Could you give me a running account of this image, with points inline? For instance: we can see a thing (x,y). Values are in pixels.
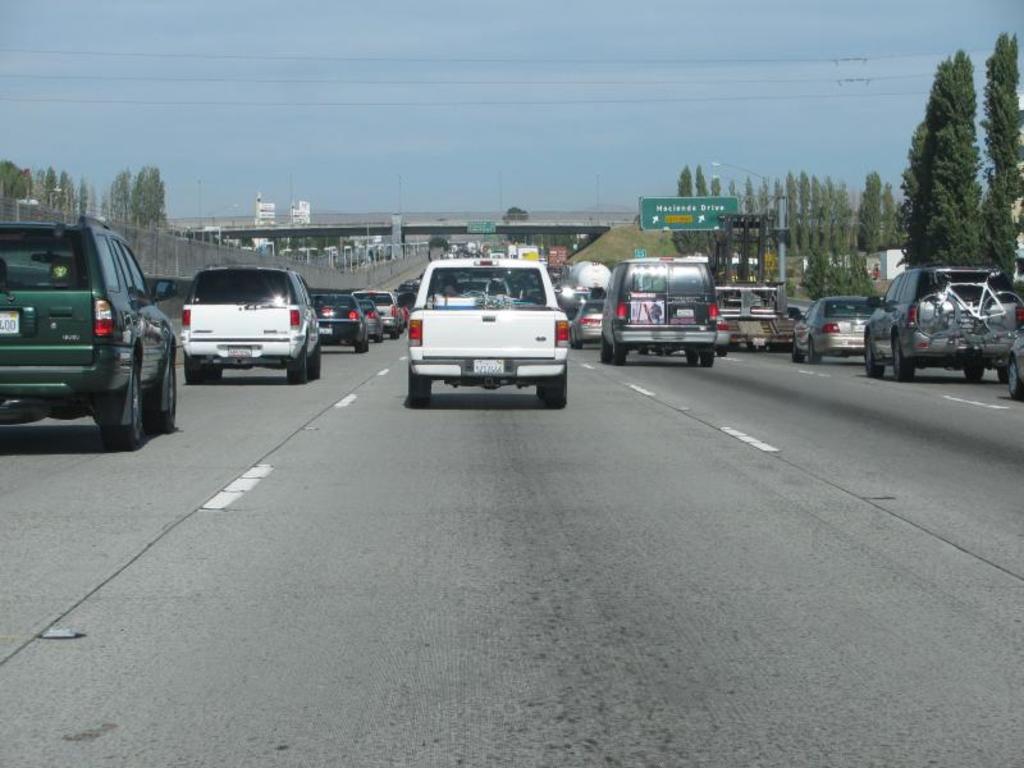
Here we can see cars (512,265) on the road (221,451). Background (822,218) we can see boards (671,226), lights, poles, bridge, wires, trees (808,222) and sky (417,165).
